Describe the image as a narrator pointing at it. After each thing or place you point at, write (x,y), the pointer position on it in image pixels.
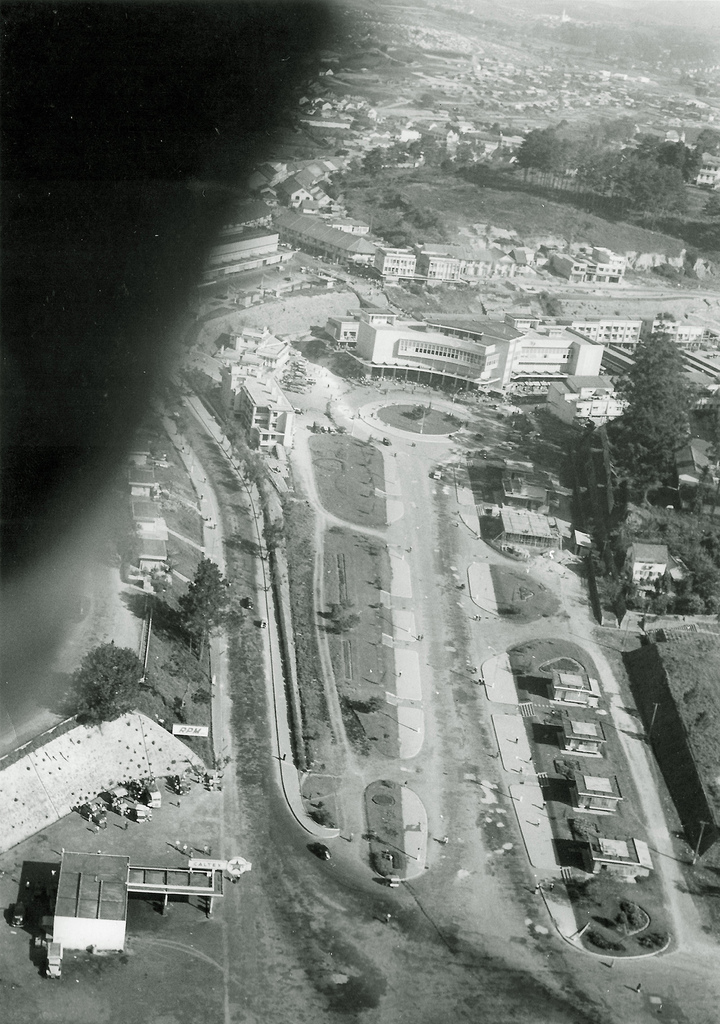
This is a black and white image. On the top left (224,142), we can see there is an object (120,218). On the right side (550,613), there are trees (684,497), roads (544,623), buildings (649,563) and grass (347,531) on the ground (341,380).
